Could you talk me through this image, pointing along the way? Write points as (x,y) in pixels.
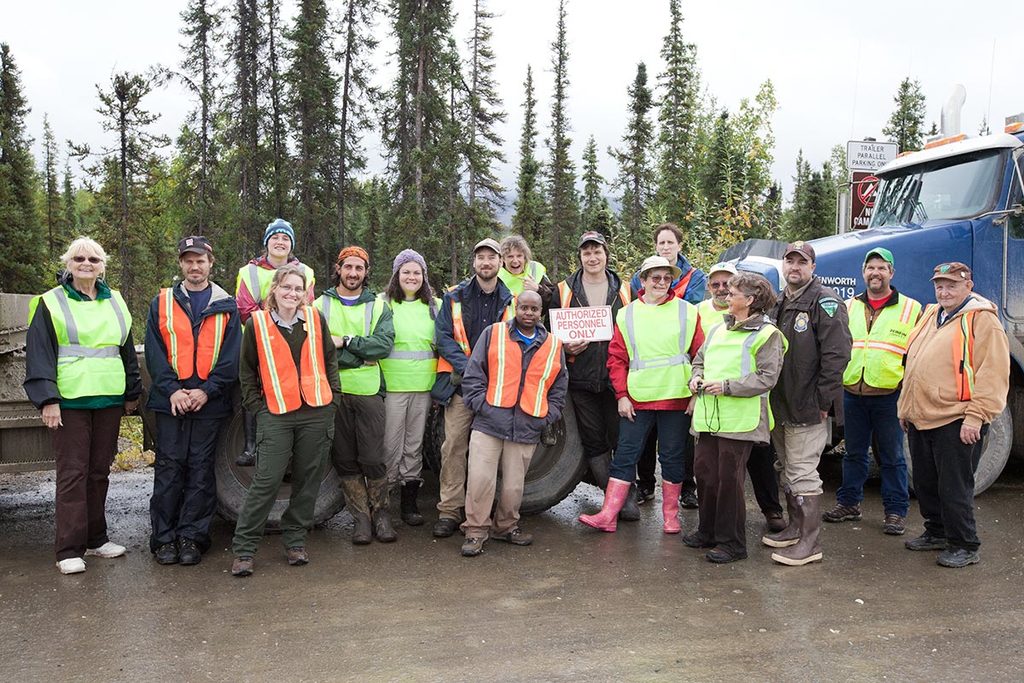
In this picture I can see group of people (409,342) standing, there are vehicles (429,449) on the road (435,499), there are trees (402,126), and in the background (518,81) there is the sky (637,53).
